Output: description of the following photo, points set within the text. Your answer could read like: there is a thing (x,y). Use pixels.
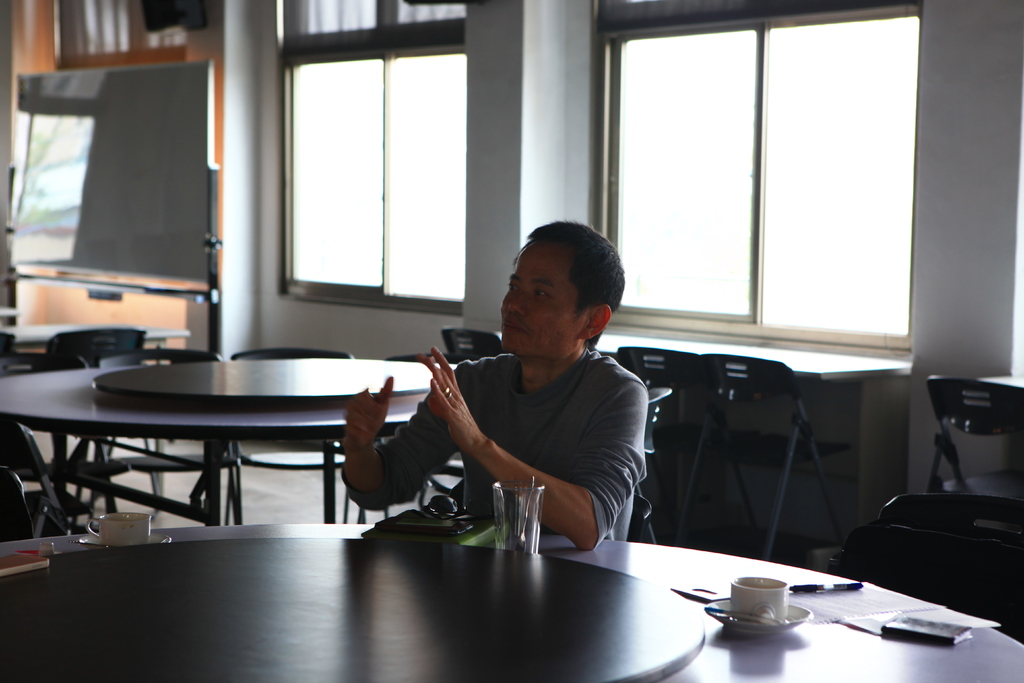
On the background (238,209) we can see a wall (518,149) in white colour, windows (296,168) and a white board (182,186). Here we can see few empty chairs (998,459) and tables (359,544). One man (545,530) is sitting on chair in front of a table (444,590) and on the table (807,626) we can see pen (829,588), papers (839,601), cup (736,596), saucer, glass (525,484).
